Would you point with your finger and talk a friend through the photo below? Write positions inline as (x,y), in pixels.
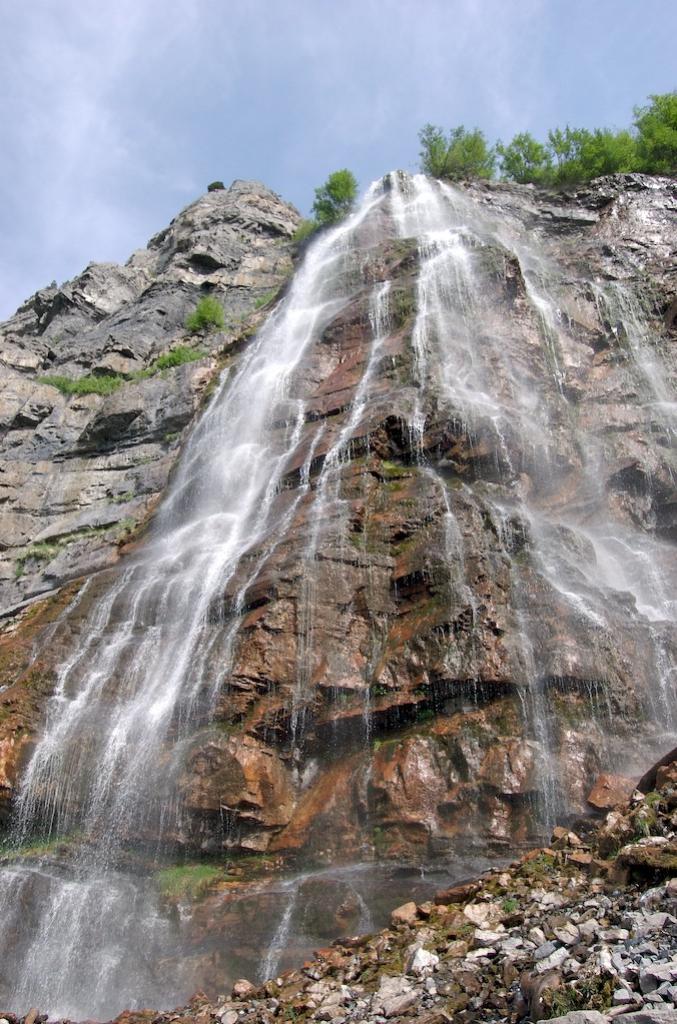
In this image I can see plants (469,152) in green color, water (303,292) falling from the mountains (315,740) and sky (240,146) is in white color.
